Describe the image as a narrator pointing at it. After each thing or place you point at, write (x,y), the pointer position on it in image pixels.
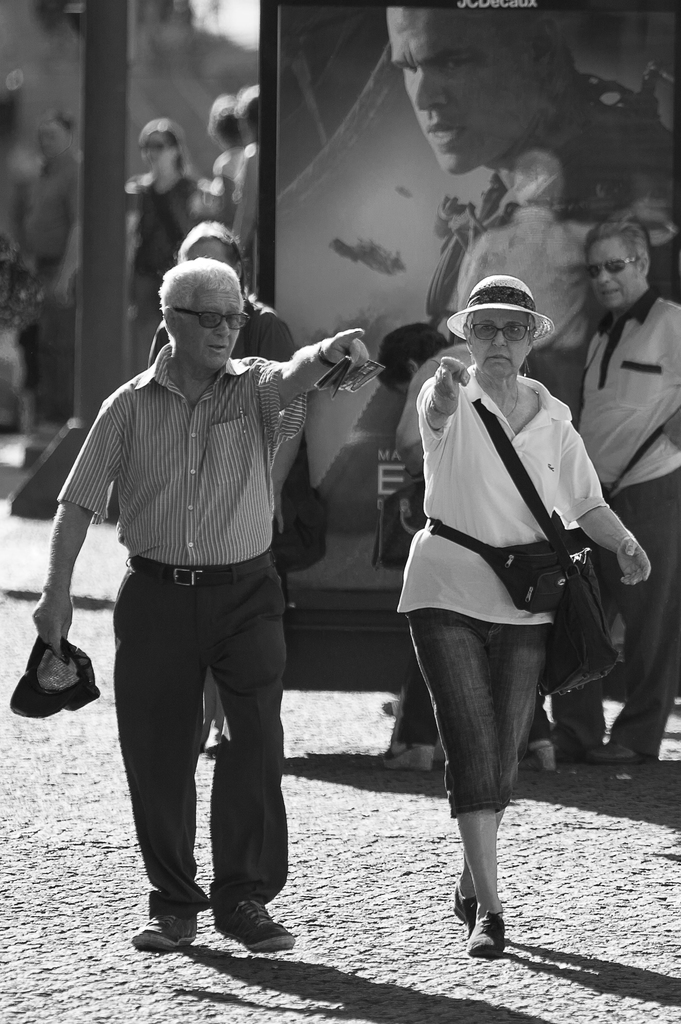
To the left side of the image (186,724) there is a man (192,441) with a shirt (189,433), pant (151,845), black shoes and holding a cap (75,673) in his hand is walking on the floor (305,927). Beside him there is a lady (474,417) with white t-shirt (470,508) and a hat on her head (495,300) is walking and wearing the black bags (486,422). Behind them there are few people (640,406) standing and also there is a poster (537,294). To the left side of the image (175,170) there are few people (172,172) standing and also there is a pole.
